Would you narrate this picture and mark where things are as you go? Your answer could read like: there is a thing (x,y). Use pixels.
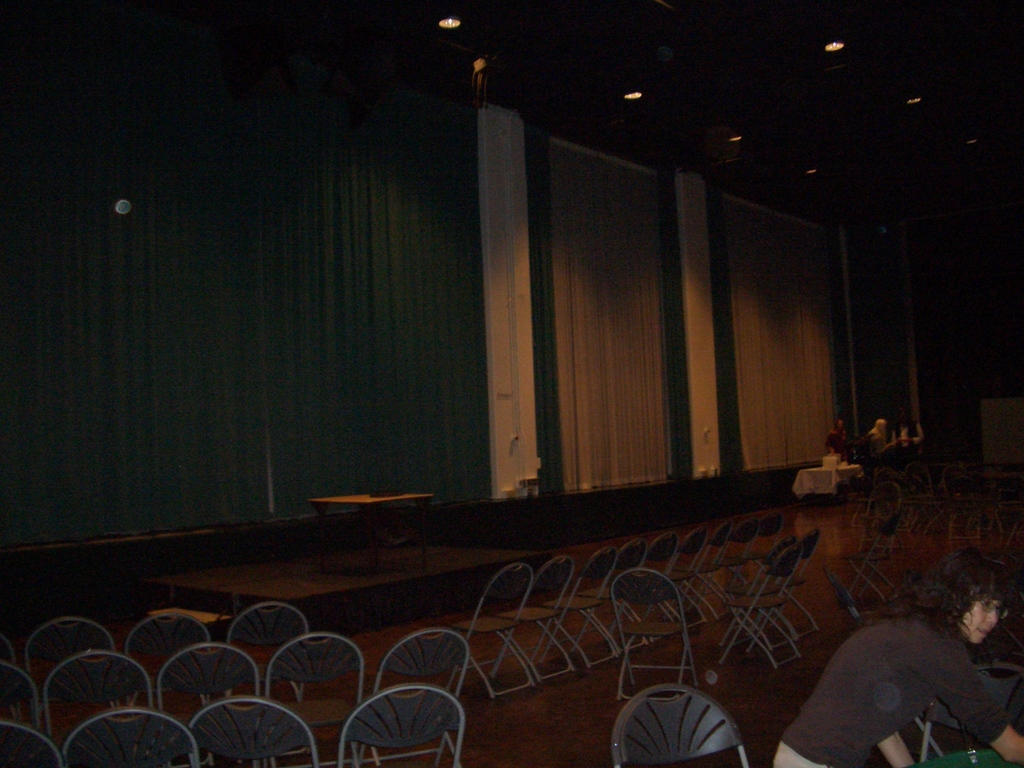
There are some empty chairs (614,600) and a table (426,496) and there are few persons (920,586) standing in the right corner (911,669).
